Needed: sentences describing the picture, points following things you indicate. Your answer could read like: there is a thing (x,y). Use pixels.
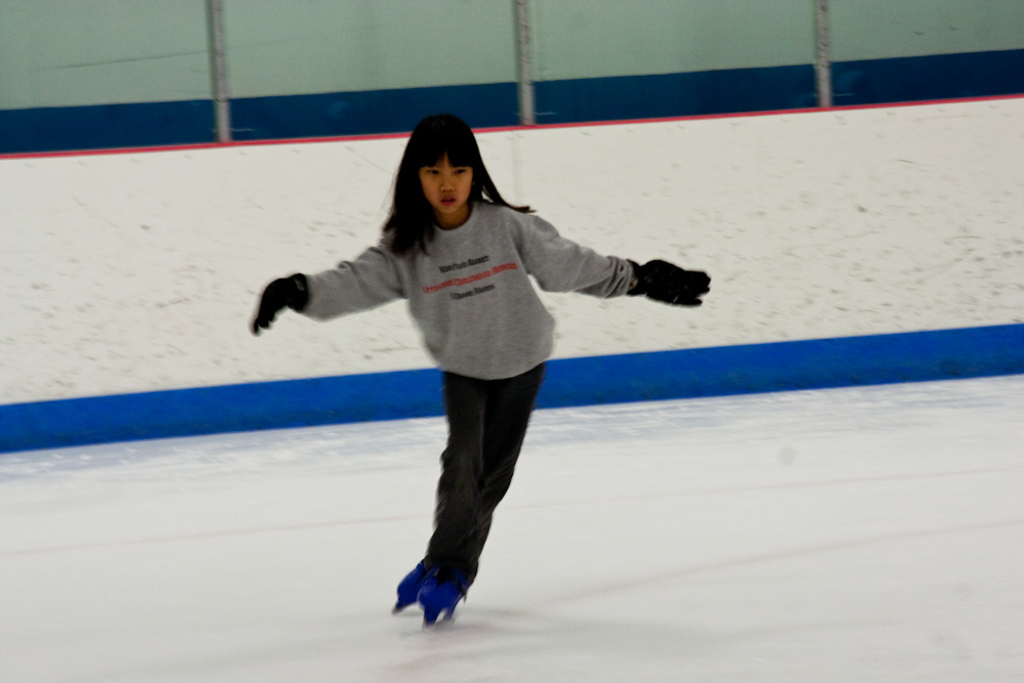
In this image, we can see a person (527,206) wearing clothes (543,326) and skating on ice (561,532). There are poles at the top of the image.
